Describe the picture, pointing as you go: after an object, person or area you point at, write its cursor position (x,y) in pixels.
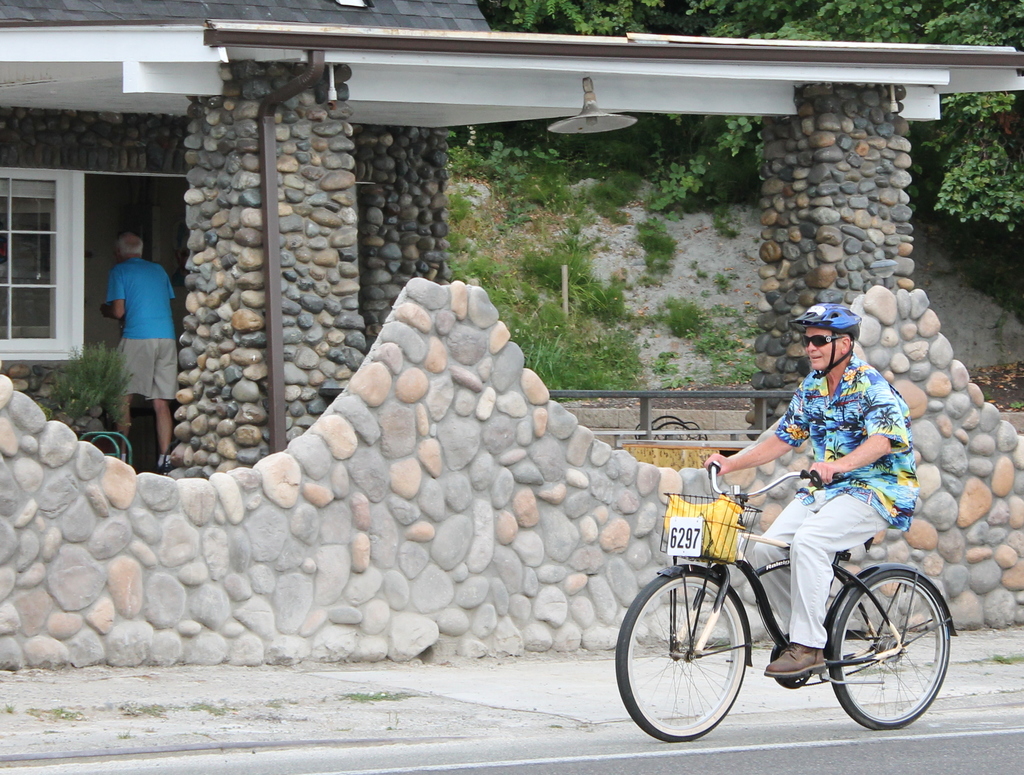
In this picture, In the right side (736,647) there is a man (788,652) riding the bicycle (876,644) which is in black color, In the background (349,590) there is a wall (370,514) made of stones (428,456) in white color and there are some green color plants (655,245) and trees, There is a wall (258,307) made of stones (255,274) in black color, In the left side (160,381) there is a man (159,343) walking in the house (121,327).
